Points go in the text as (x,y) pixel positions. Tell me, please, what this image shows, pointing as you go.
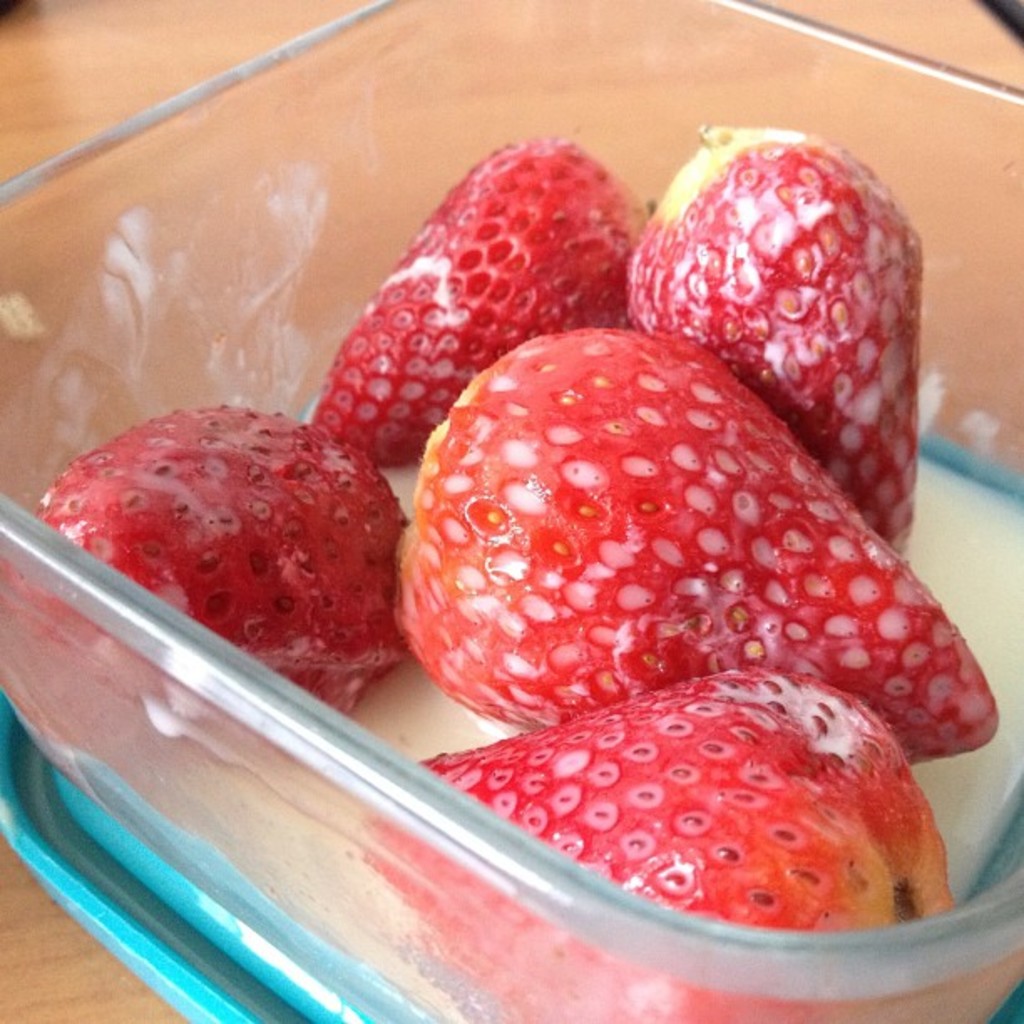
In this image, we can see a strawberry container (287,298).
